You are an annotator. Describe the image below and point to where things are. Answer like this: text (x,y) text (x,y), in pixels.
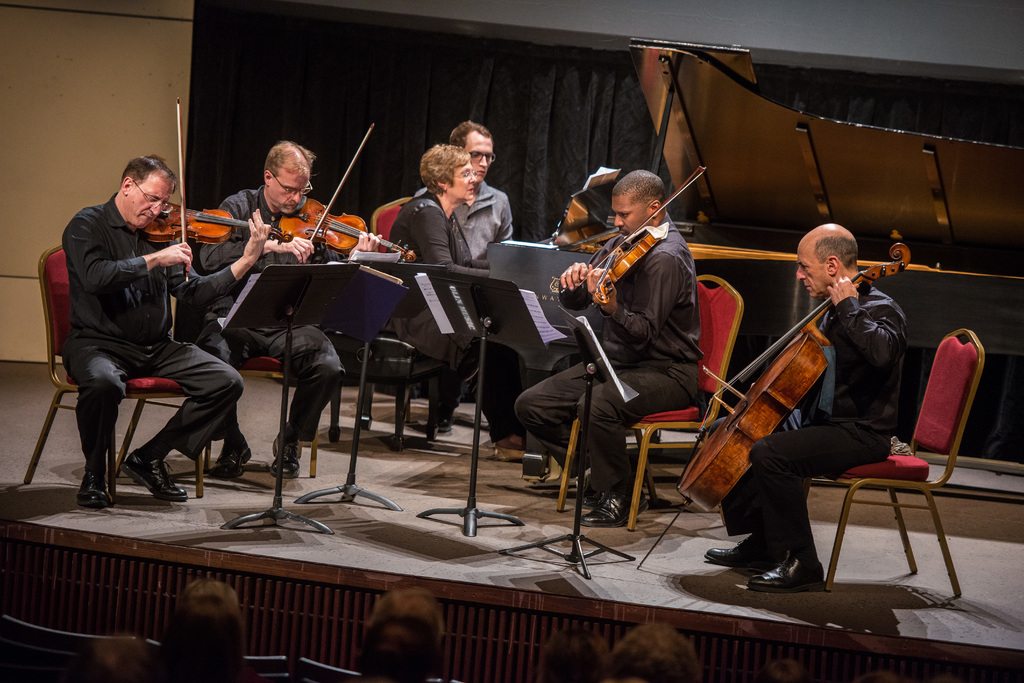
There are persons (472,169) sitting on chairs (937,432). Some of them are playing musical instruments (805,370) on a stage (691,548), on which there are stands (420,264). In the background (529,65), there is a curtain (341,61) and a wall (99,62).
